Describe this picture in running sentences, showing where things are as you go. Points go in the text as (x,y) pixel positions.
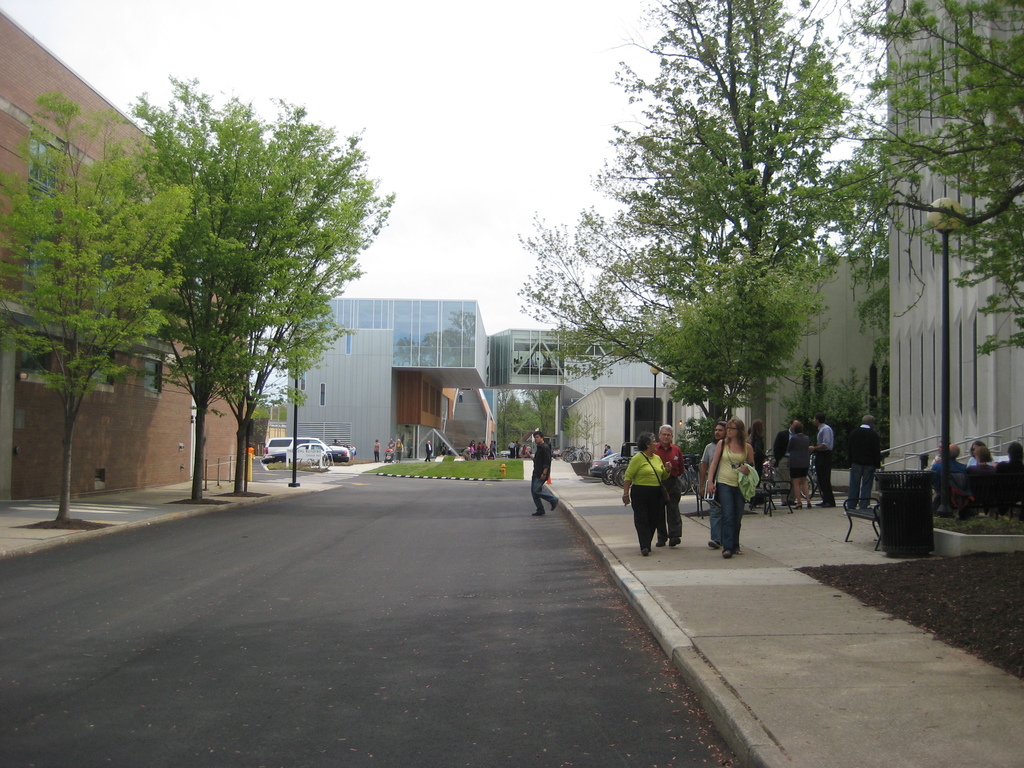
This picture is clicked outside the city. In this picture, we see people (678,507) are walking on the footpath (778,544). Beside that, we see a bench (859,510) and garbage bin (888,500). Behind that, we see a light pole (943,490) and people (967,461) are sitting beside that. On the right side (706,364), we see trees (776,330) and buildings (638,408). The man (550,453) in black jacket (543,475) is crossing the road (478,508). On the left side (165,232), we see the trees (70,426) and a building (125,436) in brown color. There are cars (278,445) and people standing in the background (516,452). There are trees (504,399) and buildings (493,399) in the background (474,346). At the top (493,96), we see the sky (424,138).
